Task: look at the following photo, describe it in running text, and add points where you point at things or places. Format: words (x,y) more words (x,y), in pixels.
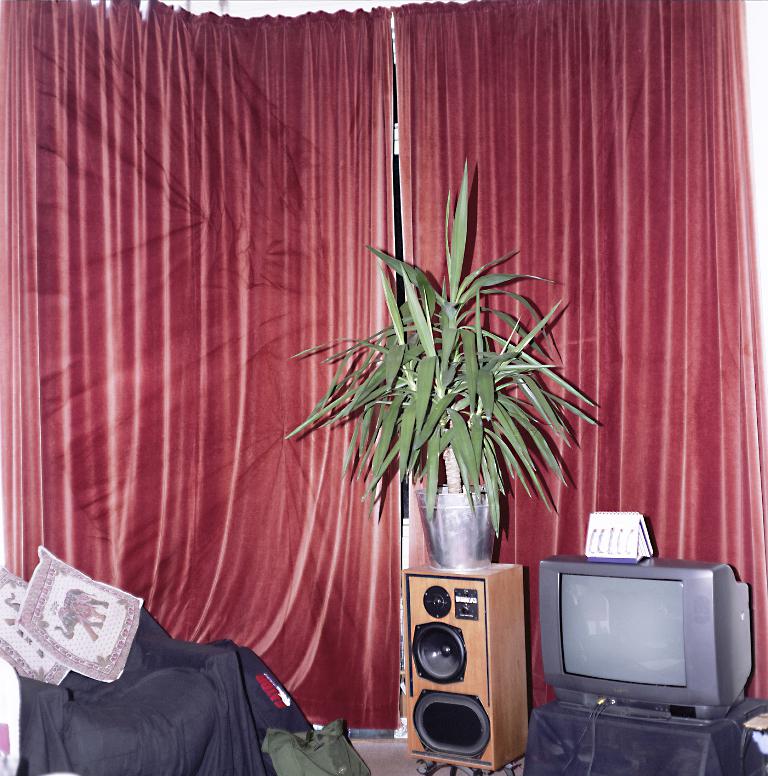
In this image we can see a chair (93,725) on which there is black color cloth (144,682) and pillows (3,604), there is bag (309,741) on the surface of the ground (363,739) sound box (443,672) on which there is plant (466,433) and at the bottom of the image (661,654) there is television (664,633) and at the background of the image (218,154) there is red color curtain (284,138).
